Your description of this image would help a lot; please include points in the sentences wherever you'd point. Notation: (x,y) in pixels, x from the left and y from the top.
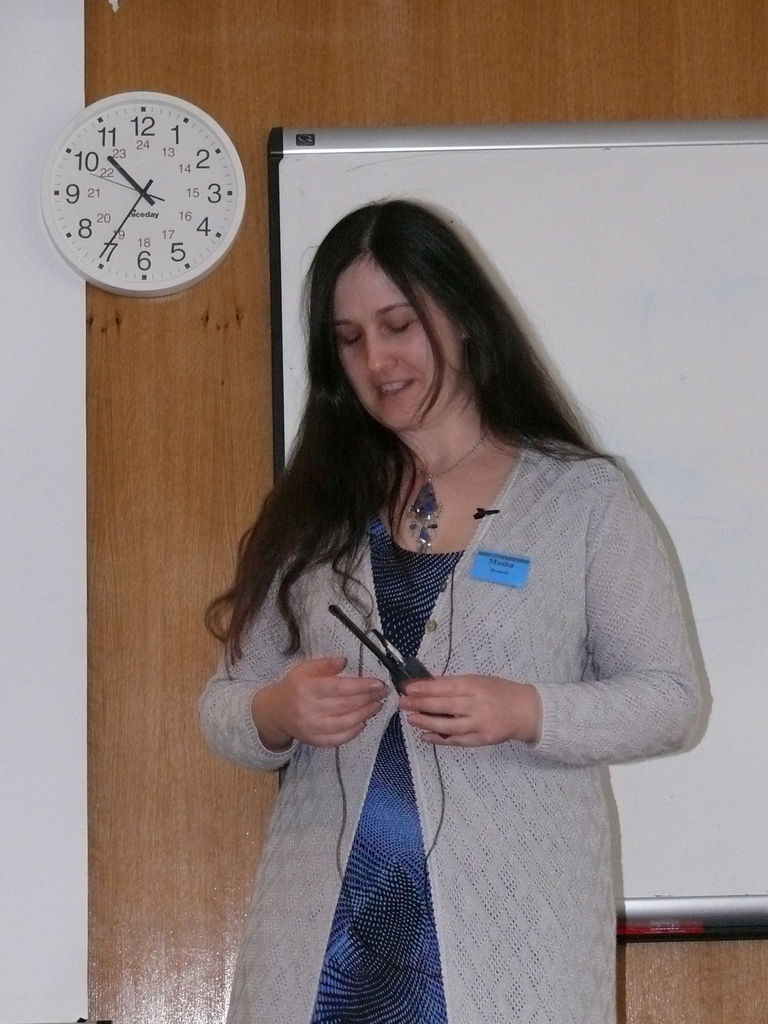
There is one woman (591,775) standing and holding an object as we can see in the middle of this image (310,589). There is a wall (200,802) in the background (8,726). We can see a white board (617,378) on the right side of this image (617,378) and there is a clock (144,275) on the left side of this image (128,142).
